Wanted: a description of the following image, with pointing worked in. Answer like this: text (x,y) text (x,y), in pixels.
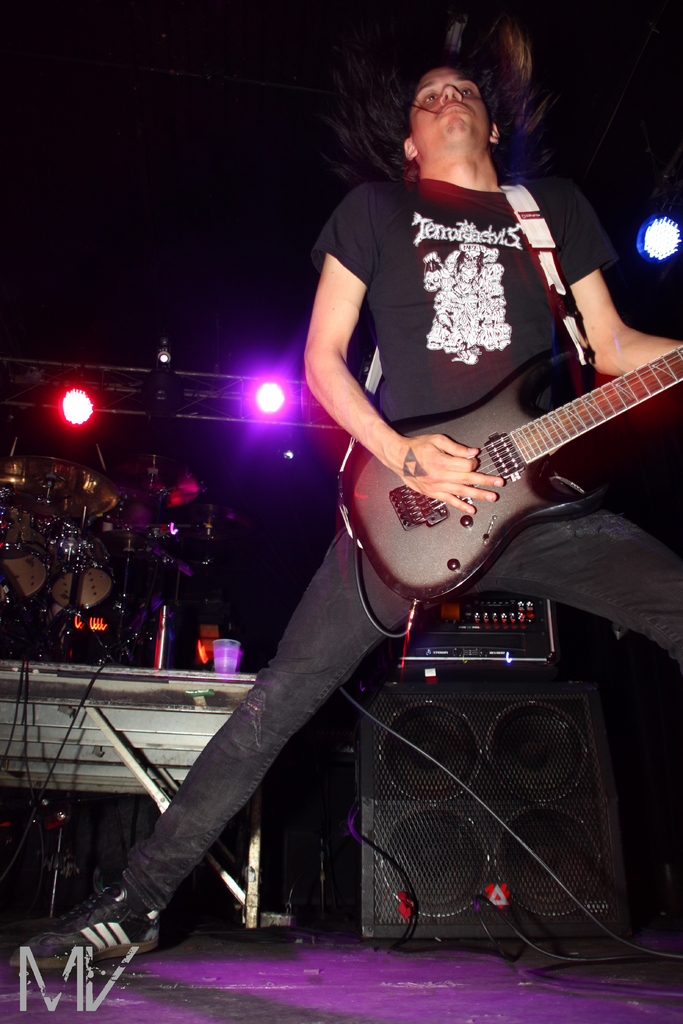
Here we can see a person (396,230) standing on the floor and holding a guitar (438,530) in his hands (420,485), and at back there are the lights (62,413).
